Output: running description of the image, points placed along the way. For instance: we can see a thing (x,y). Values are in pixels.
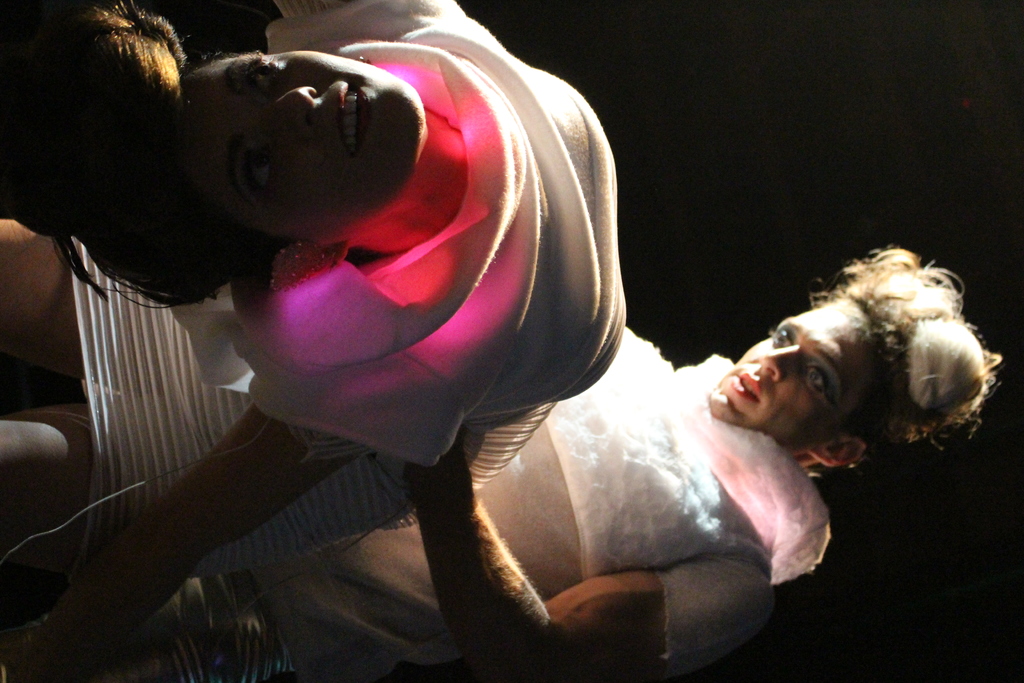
In this image we can see a man (866,393) and a woman (417,441) standing on the floor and the woman (552,280) is in the bending position.
